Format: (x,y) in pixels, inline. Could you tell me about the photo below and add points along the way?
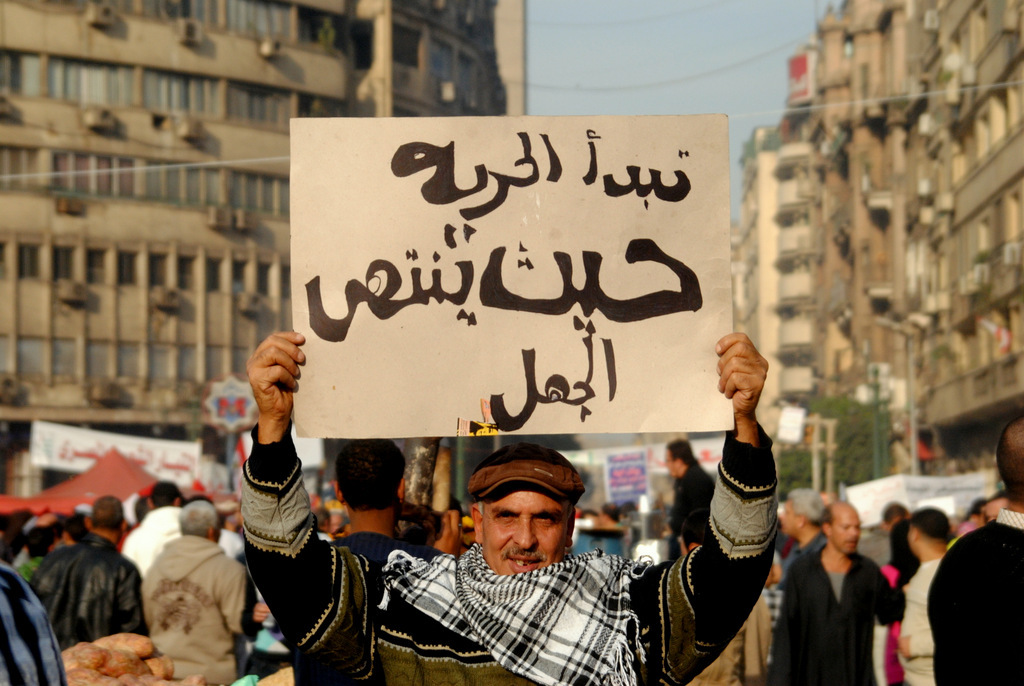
People (235,605) are protesting. A person (399,554) is holding a placard (359,347). There are buildings (875,363), trees (846,444), poles (831,435) and banners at the back (660,447).
